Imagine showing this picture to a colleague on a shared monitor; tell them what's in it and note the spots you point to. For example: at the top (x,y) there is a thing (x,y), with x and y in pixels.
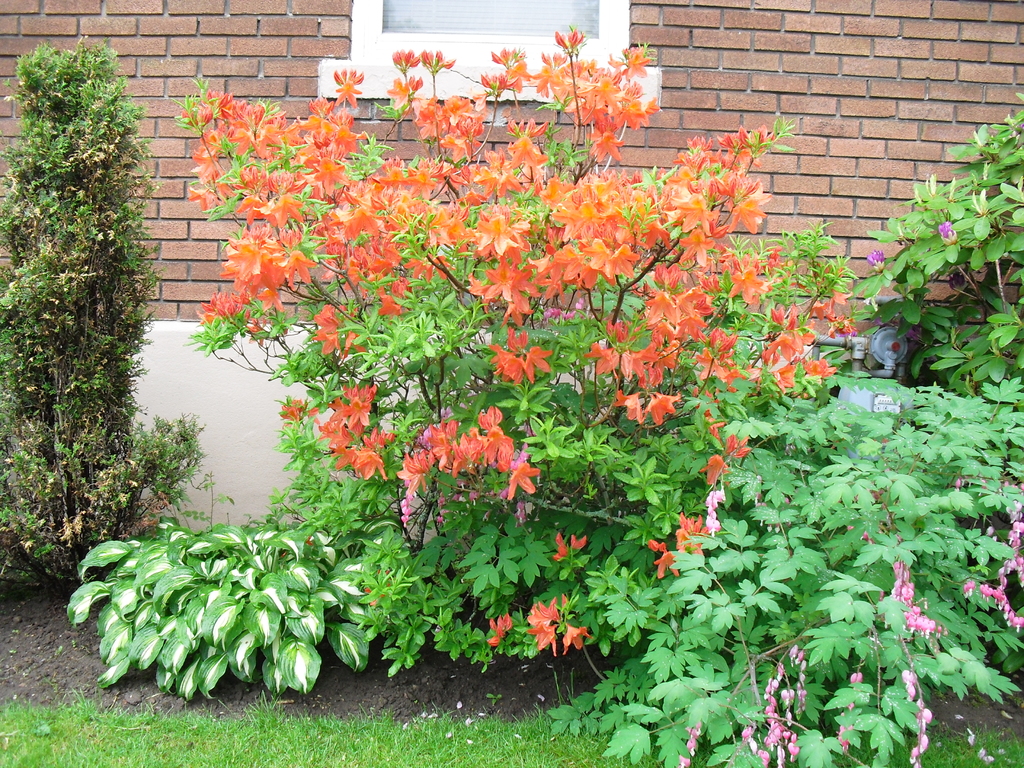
In this image I can see plants (589,409) and the grass (435,736). In the background (416,13) I can see a brick wall (820,128) and a window (566,31).
